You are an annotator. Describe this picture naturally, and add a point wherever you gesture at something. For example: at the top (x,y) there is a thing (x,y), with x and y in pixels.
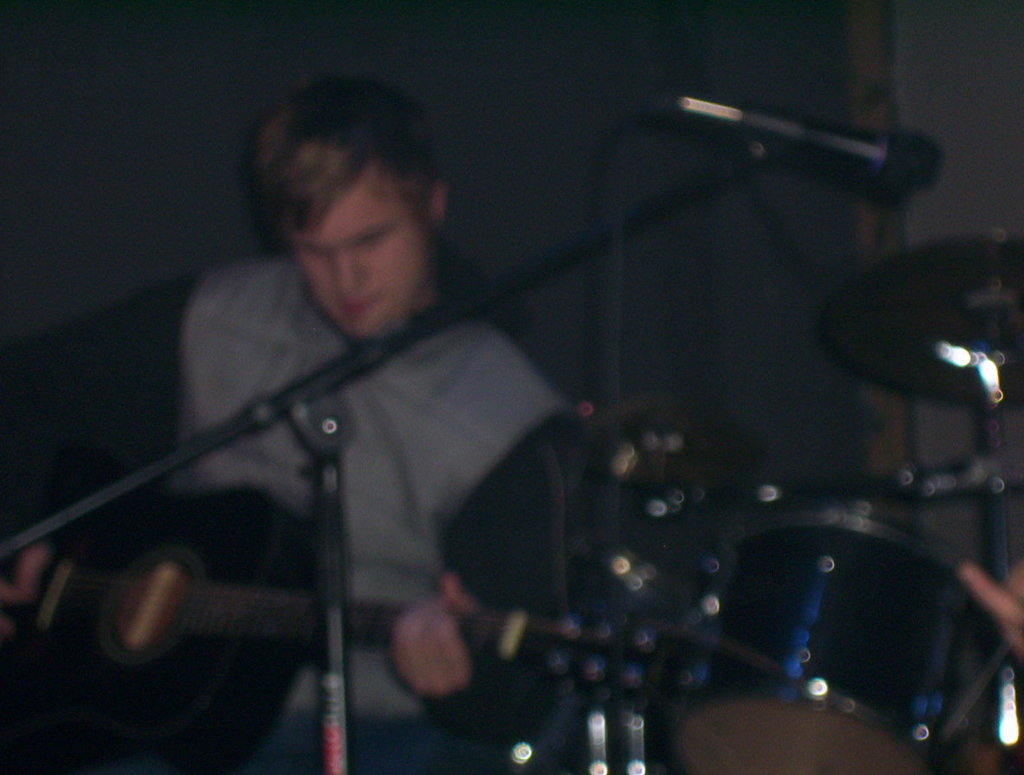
In the center of the image (504,369) there is a man (546,688) sitting and holding a guitar (76,532) in his hand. There is a mic (334,704) placed before him. On the right side of the image (725,626) there is a drum set (768,564).
